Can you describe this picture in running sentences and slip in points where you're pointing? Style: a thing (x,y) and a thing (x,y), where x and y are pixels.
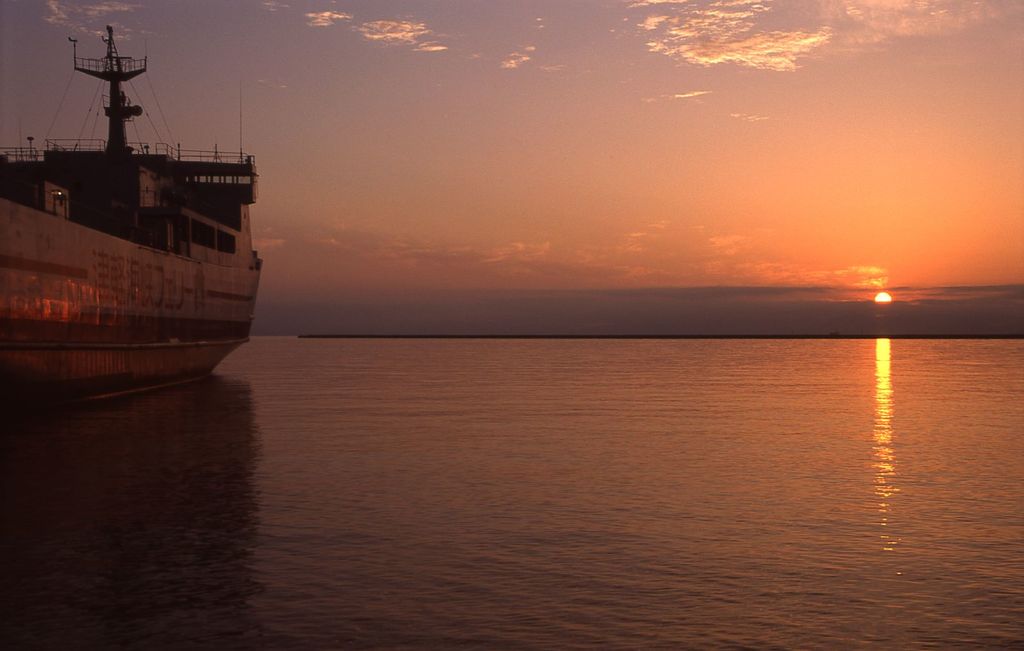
In the picture we can see water (789,621) and a ship (81,258) in it and in the background (690,315), we can see a sky (795,323) with sun (880,300) and clouds (665,299).
